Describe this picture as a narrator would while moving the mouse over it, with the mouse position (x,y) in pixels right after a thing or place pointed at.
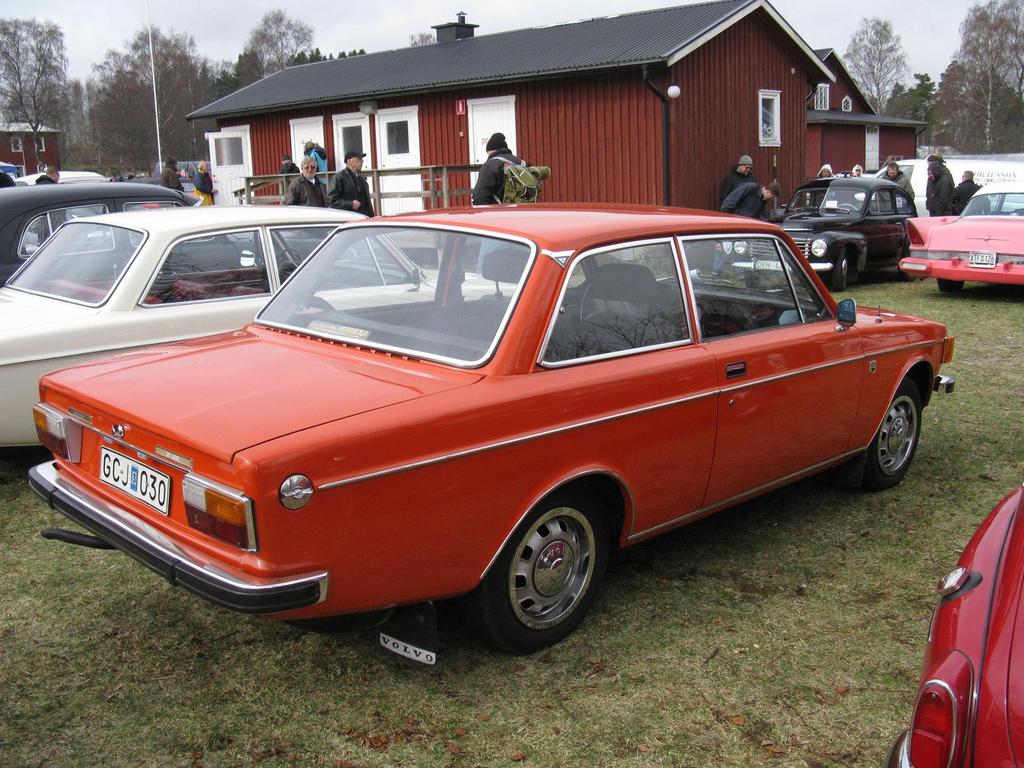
In this picture we can see cars (809,232) and people (288,193) on the grass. Behind the people (357,209), there are houses (443,128), a pole (157,99) and trees (170,99). At the top of the image (218,17), there is the sky (334,25).
